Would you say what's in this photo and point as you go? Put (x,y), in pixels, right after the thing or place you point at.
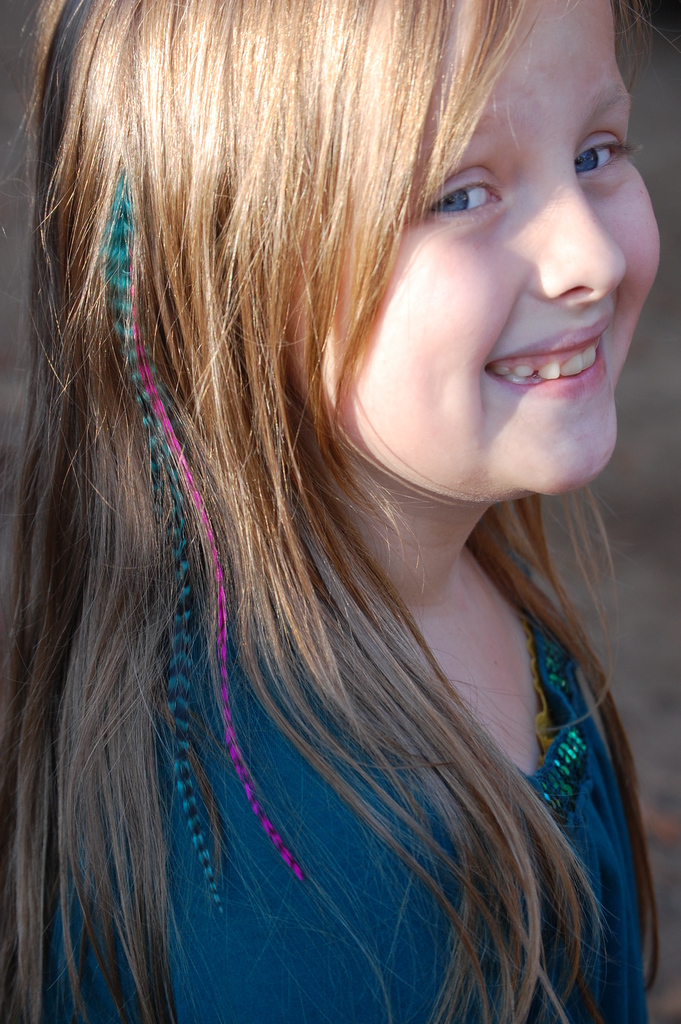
In this image there is a girl (518,752).
